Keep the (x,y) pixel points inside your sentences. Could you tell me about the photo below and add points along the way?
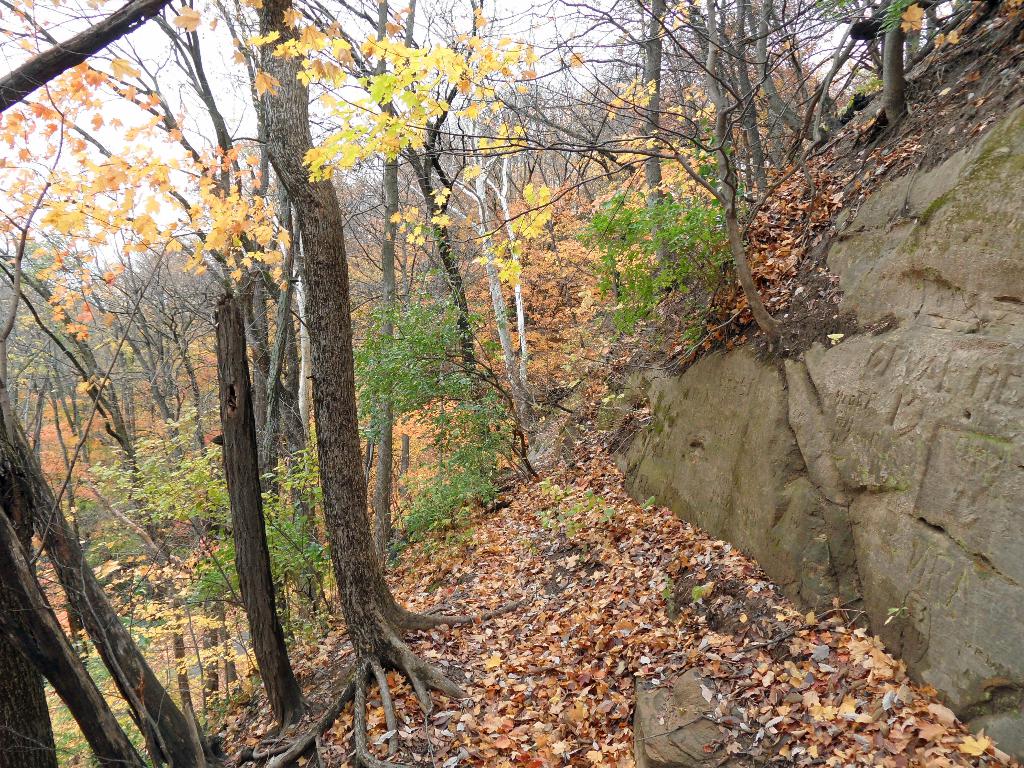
Here we can see rock (654,694), leaves (527,707) on the surface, trees (886,51) and sky (183,90).
